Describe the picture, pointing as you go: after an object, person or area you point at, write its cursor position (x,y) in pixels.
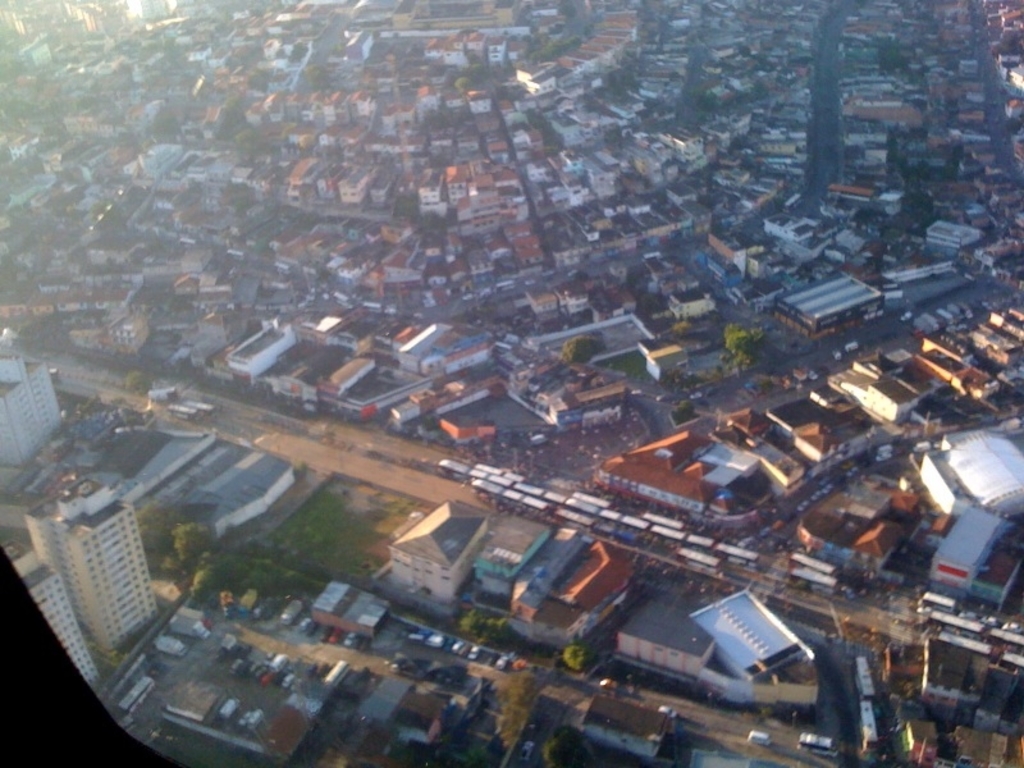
In the image we can see some buildings (307,149) and trees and vehicles (302,625).
